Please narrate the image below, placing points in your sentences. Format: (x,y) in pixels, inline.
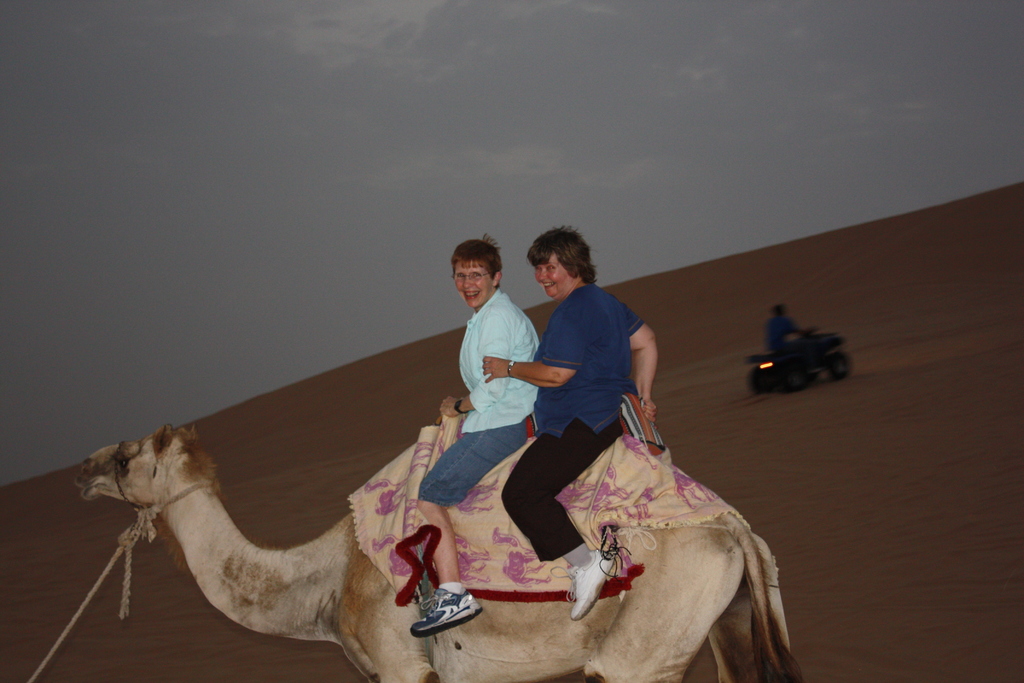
In the foreground of the picture (546,432) we can see two persons (500,411) on a camel (689,605). Towards left (146,536) we can see a rope (104,576). In the middle of the picture (679,296) there is sand (916,344) and there is a person (768,333) riding a vehicle (768,353). In the background (195,166) we can see sky (797,127).
